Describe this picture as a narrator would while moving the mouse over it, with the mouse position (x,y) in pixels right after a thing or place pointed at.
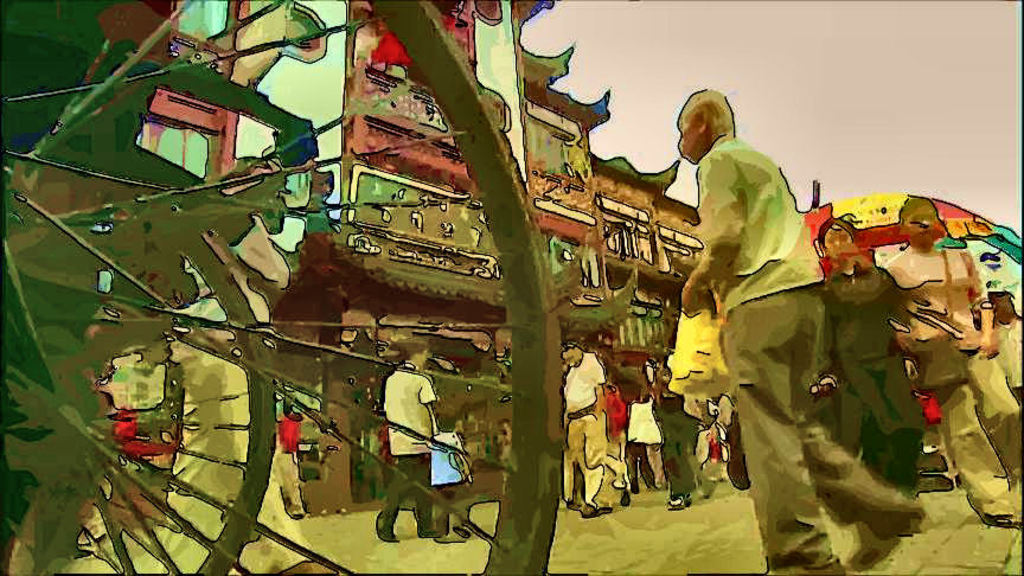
Here we can see a edited picture, in this we can find few people (759,287) and buildings (379,148).
